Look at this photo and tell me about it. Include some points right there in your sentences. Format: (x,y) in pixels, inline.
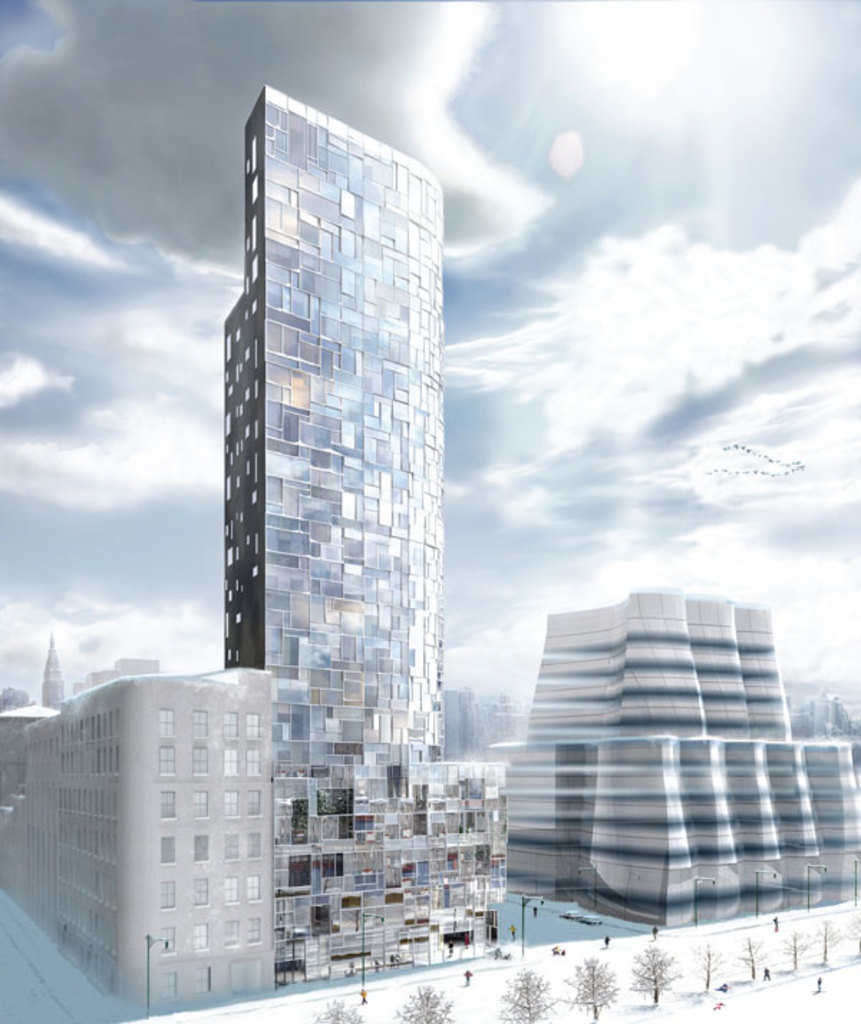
This image is an animated image. At the top of the image (96,193) there is the sky (660,317) with clouds (667,473) and a few birds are flying in the sky (755,464). In the middle of the image (327,668) there is a skyscraper (309,472) and there are few buildings (83,737) with walls (220,864), windows (228,934), doors (294,964) and roofs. On the right side of the image (660,749) there is an architecture (660,758). At the bottom of the image (697,988) there is a ground (627,988) covered with snow (288,992). There are a few trees (650,973) and there are a few poles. A few people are standing on the ground (620,946).
